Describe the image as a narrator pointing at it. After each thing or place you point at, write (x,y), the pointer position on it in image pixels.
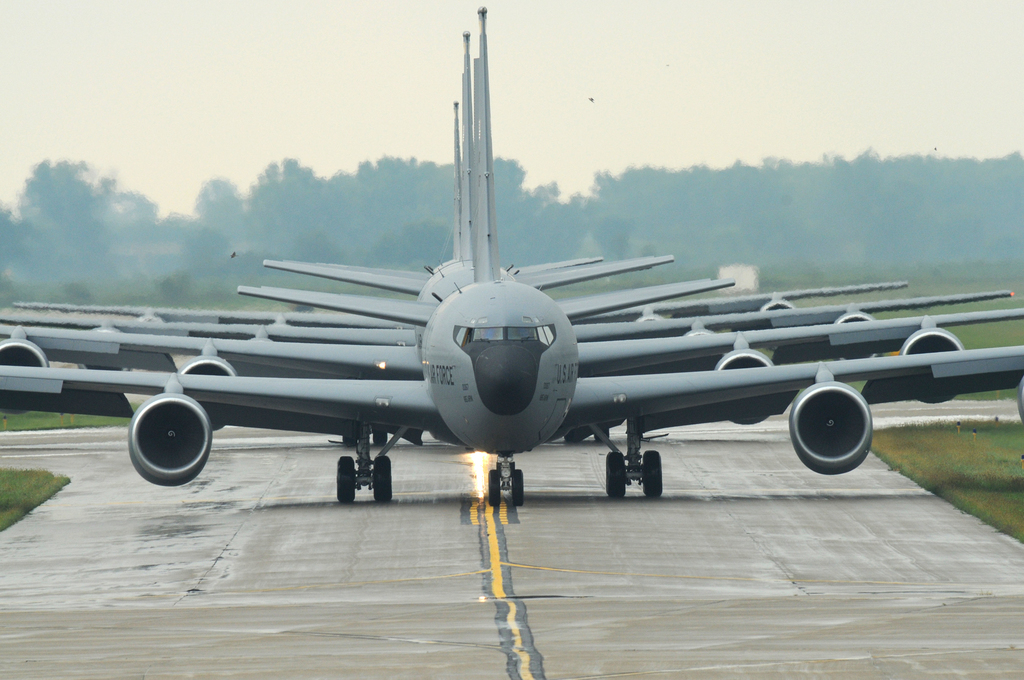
In the middle of the image (465,236) we can see some planes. Behind the planes (20,331) there is grass (1008,324) and trees (63,253) and sky (260,41).
